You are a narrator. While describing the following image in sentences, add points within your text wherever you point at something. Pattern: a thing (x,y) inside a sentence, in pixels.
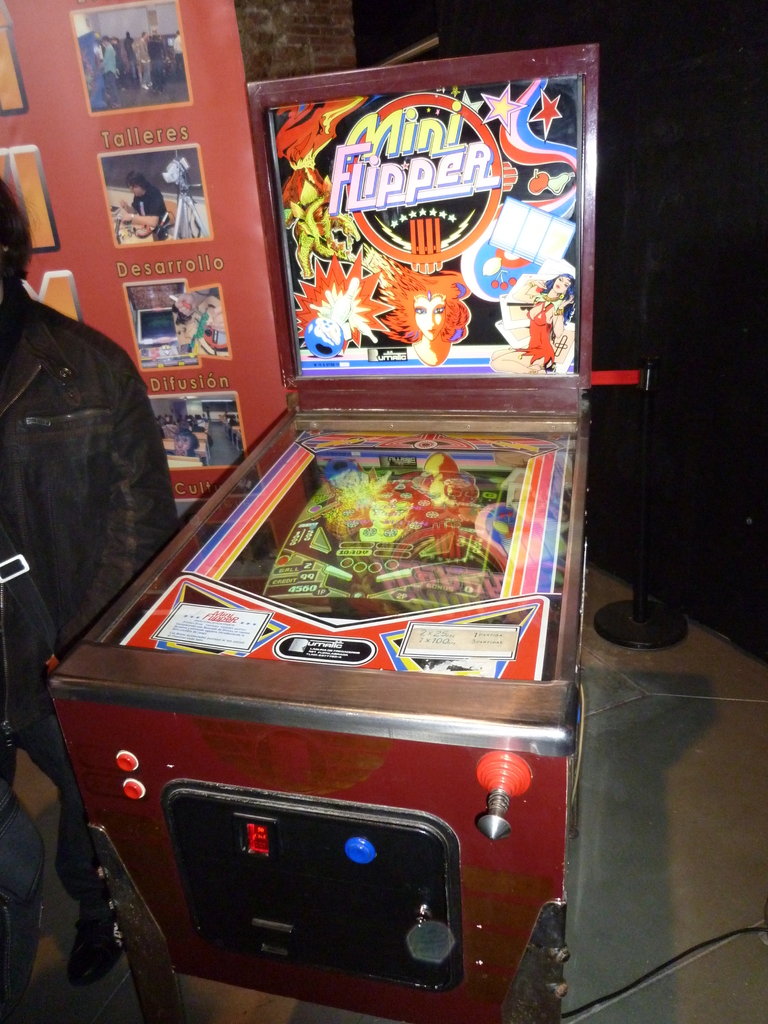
In this picture I can see a pinball machine (189,553), there is a person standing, and in the background (162,150) there is a board (215,166) and a stanchion barrier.
